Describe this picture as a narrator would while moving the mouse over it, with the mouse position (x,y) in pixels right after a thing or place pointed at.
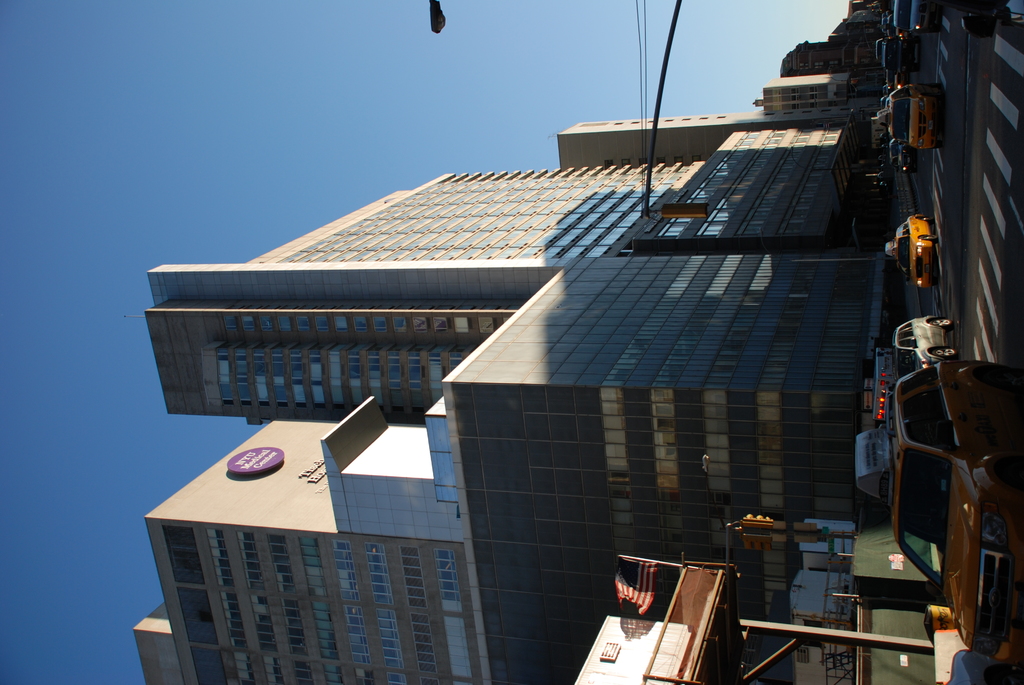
In this image we can see the buildings (632,233), flag (634,565), traffic signal light pole (741,525) and also light pole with wires (647,20). On the right (929,148) we can see the vehicles (961,437) passing on the road (988,302). In the background (188,197) we can see the sky (226,195).
